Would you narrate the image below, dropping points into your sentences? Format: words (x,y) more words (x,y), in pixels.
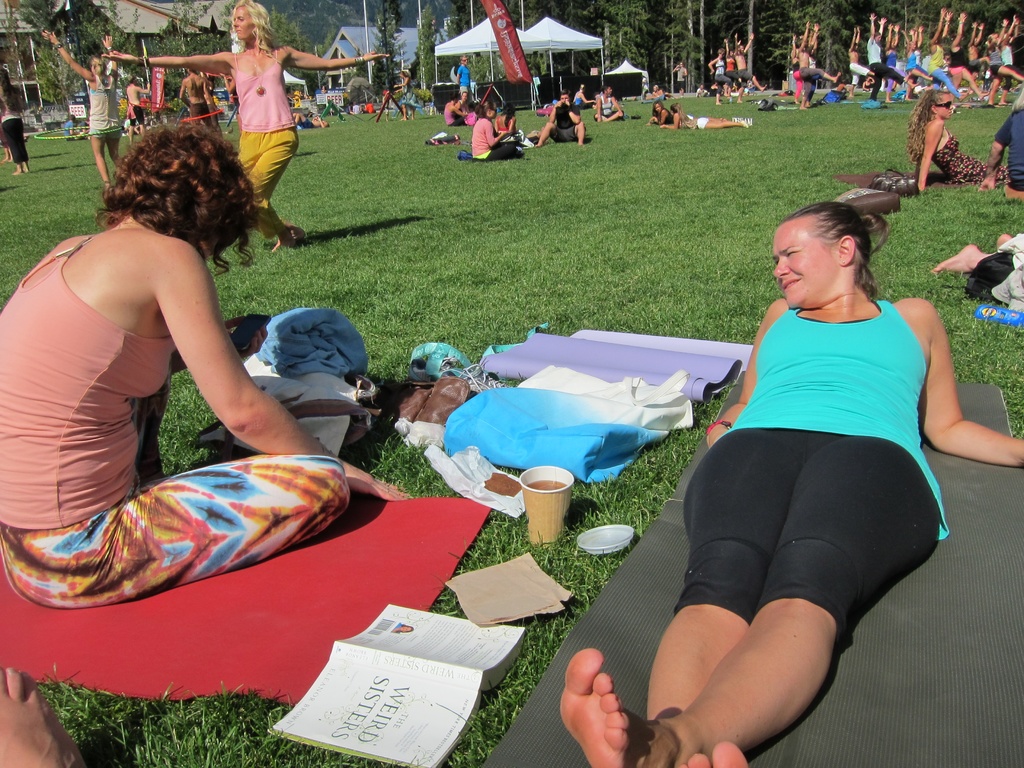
In the foreground of this image (805,552), there on the right (783,582), there is a woman (846,594) lying on a mat (903,689) which is on the grass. Beside her, there are mats (715,361), glass (541,507), cap (602,535), paper (530,587), book (433,696), a woman (78,467) sitting on the mat (294,573) and few bags (343,415). In the background (260,113), there are persons (944,32) doing exercise on the grass (800,142), few are sitting and lying, few tents (458,42), flag (519,51), houses (145,9) and the trees (707,21).
